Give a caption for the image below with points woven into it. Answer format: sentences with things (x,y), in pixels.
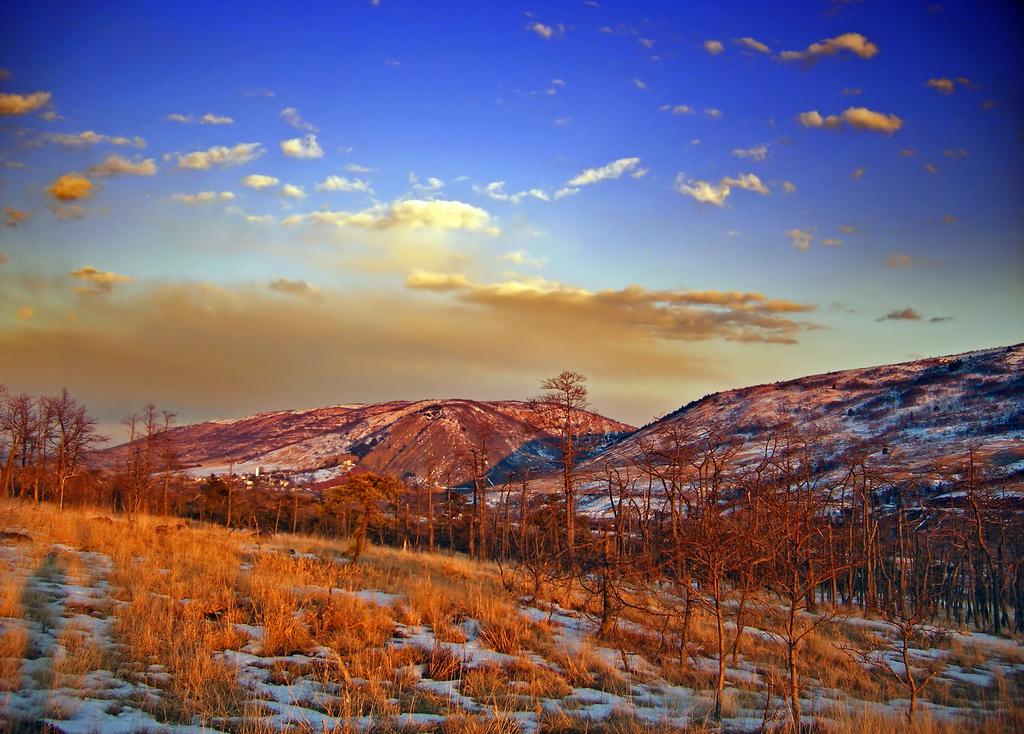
In the picture we can see the hill surface (438,731) with snow (141,728), dried grass (154,522) and trees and behind it, we can see the hills (420,409) and sky (622,338) with clouds (494,366).
